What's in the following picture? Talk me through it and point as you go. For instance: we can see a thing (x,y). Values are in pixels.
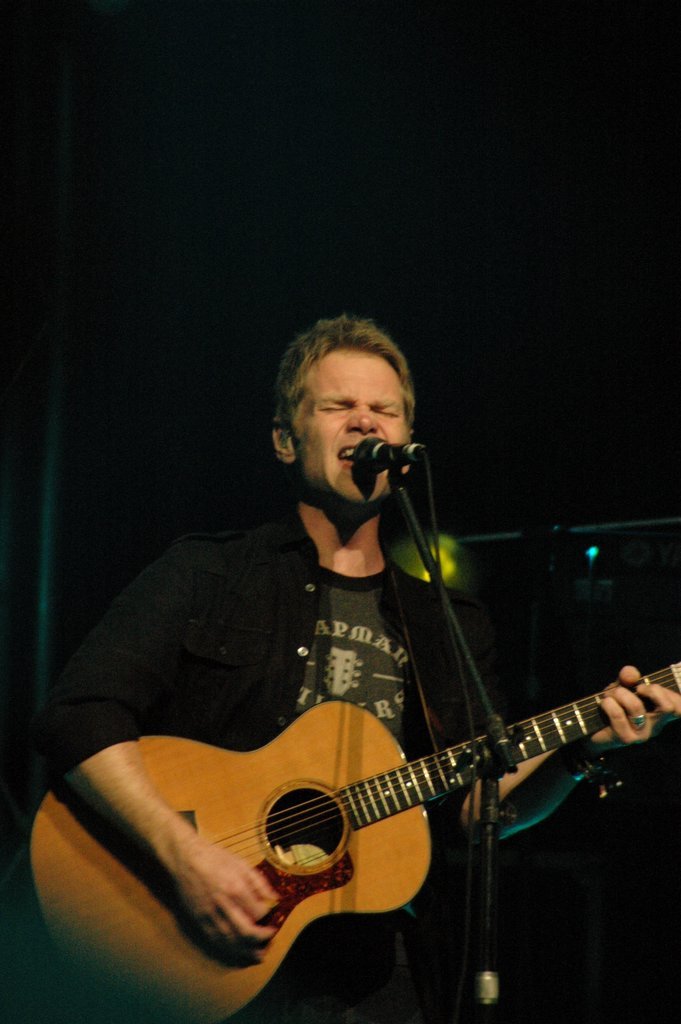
This man (279,599) wore black shirt (247,701), playing guitar (224,775) and singing in-front of mic (360,450) and he closed his eyes (389,411).
